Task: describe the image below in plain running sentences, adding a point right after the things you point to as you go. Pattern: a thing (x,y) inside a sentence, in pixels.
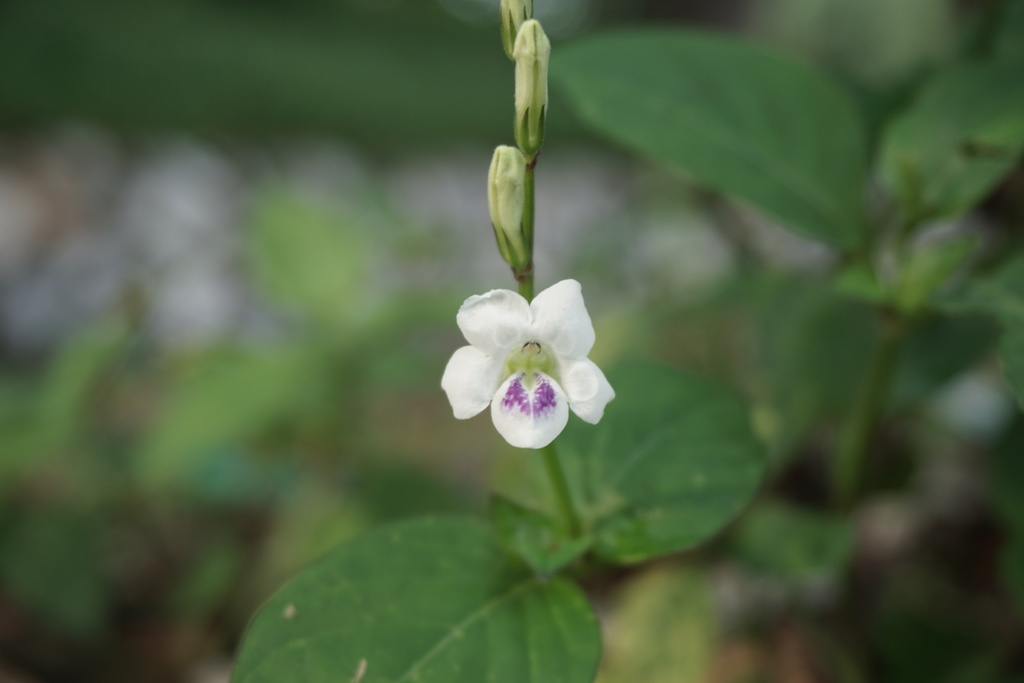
In the foreground of this picture (517,254), there is a white flower (541,337) to a plant (517,117) we can also see few buds (527,133) to it. In the background (749,164), there are plants (790,96) blurred.
